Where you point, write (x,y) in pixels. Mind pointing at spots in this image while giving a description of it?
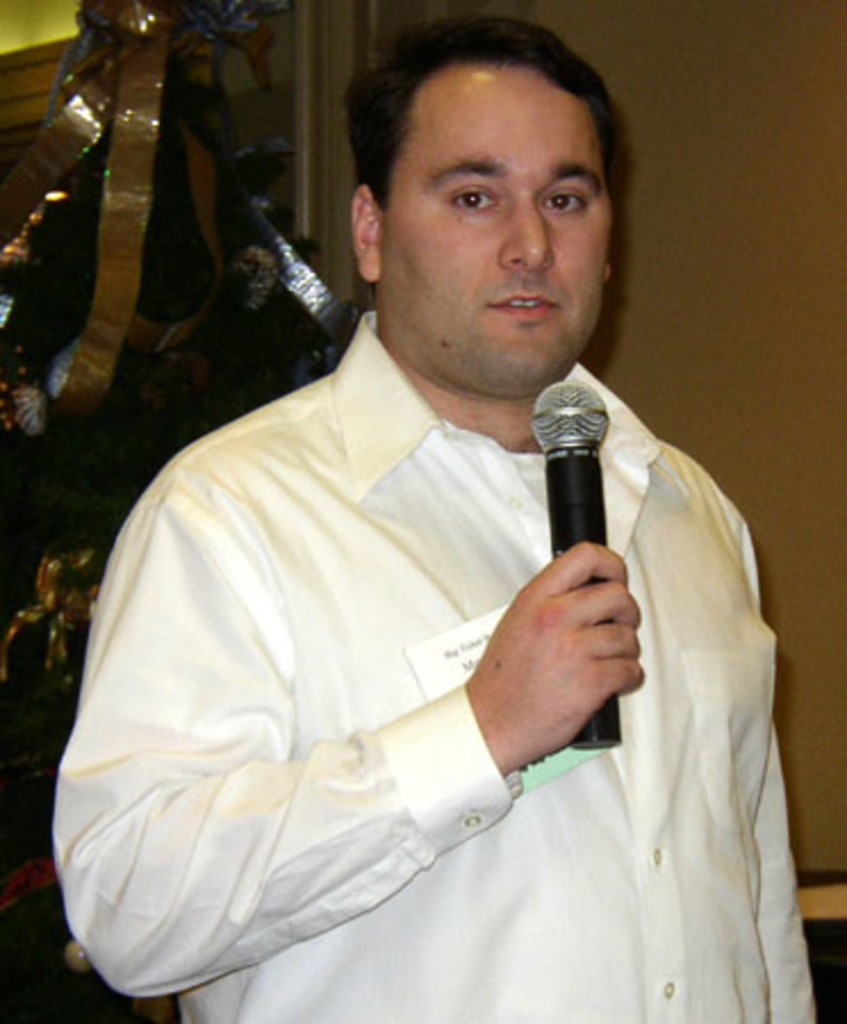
In this picture we can see a man (424,703) standing and holding a microphone (564,547), he wore a shirt (553,850), we can see paper (427,655) here, in the background (699,310) there is a wall (735,242), we can see cloth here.
